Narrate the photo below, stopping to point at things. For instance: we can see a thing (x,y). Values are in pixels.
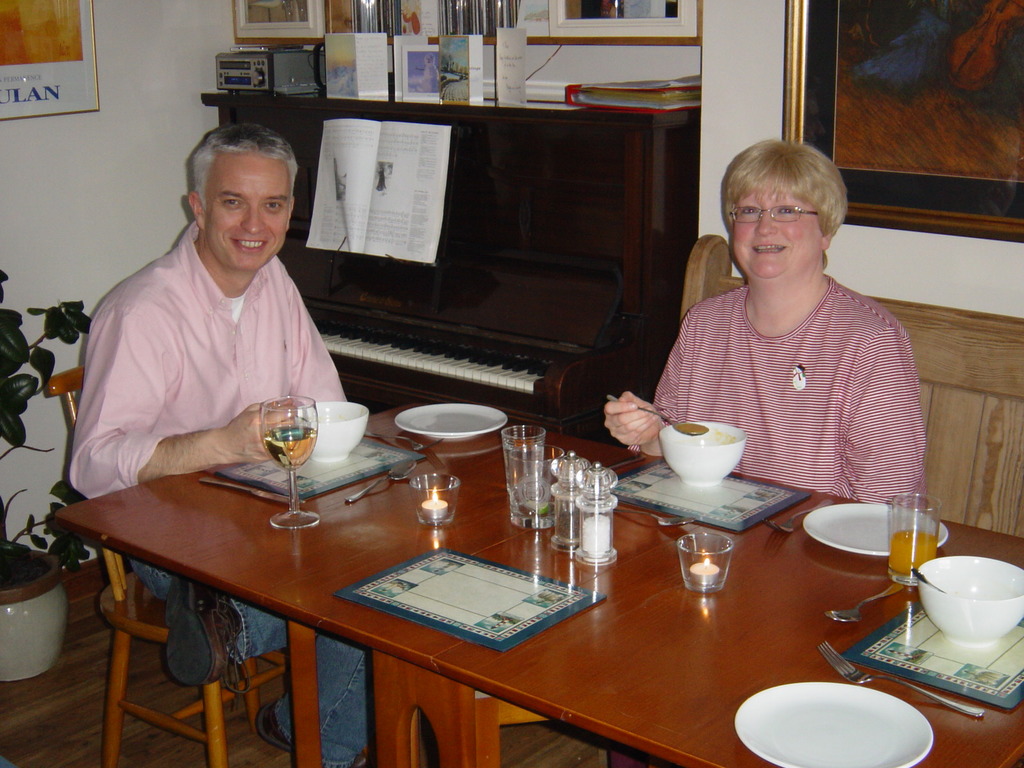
This man (265,323) and this women (779,391) are sitting on chairs (946,420) and smiling. On this table (682,679) there is a candle (436,496), glasses (912,550), bowls (935,571), mats (469,624), plates (451,410), spoons (388,479) and fork (868,682). In-between of this two persons (286,322) there is a piano keyboard (486,350) with lyrics paper (406,183). Above this piano keyboard (566,293) there is a book (638,100), device (255,69) and pictures (353,65). A picture (88,65) on wall (160,189). Beside this man (197,329) there is a plant (39,577) on floor (72,660).
